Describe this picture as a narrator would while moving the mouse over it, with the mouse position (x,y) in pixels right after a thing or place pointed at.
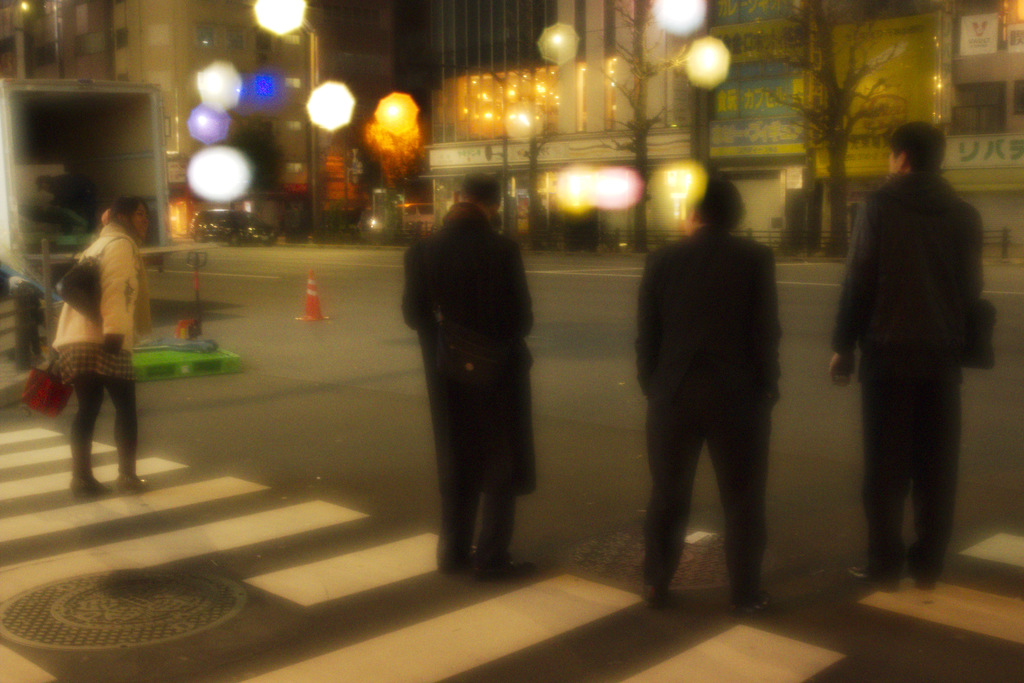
There is a manhole (161,596) on the road (206,561) near zebra crossing (68,529). On which, there is person (136,209) walking. On the right side (967,258), there are three persons (972,281) in black color dresses (472,295) standing on the road (919,589) near zebra crossing (522,623). In the background (824,179), there are lights (684,185) attached to the poles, there are vehicles (199,220) on the road (212,316), there are buildings (125,55) and other objects (311,307).
